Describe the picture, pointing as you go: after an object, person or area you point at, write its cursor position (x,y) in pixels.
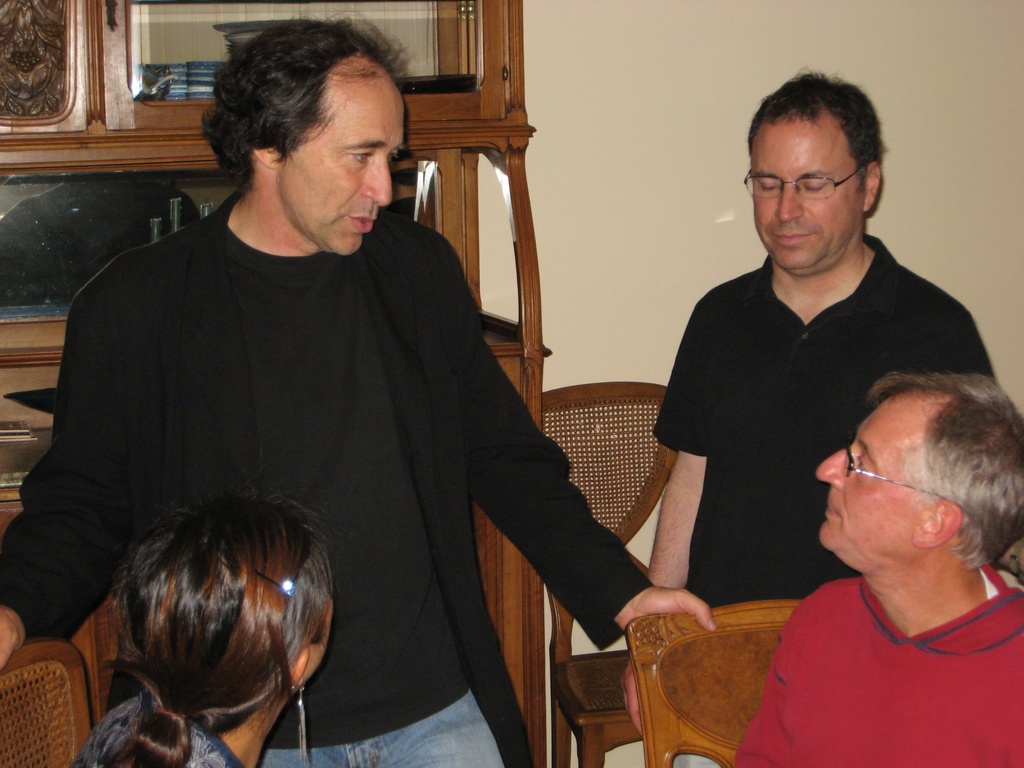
In this image i can see group of persons (761,542) who are sitting and two of them (369,450) are standing and at the background of the image (511,177) there is a wall (645,232) and cupboard (441,206).
